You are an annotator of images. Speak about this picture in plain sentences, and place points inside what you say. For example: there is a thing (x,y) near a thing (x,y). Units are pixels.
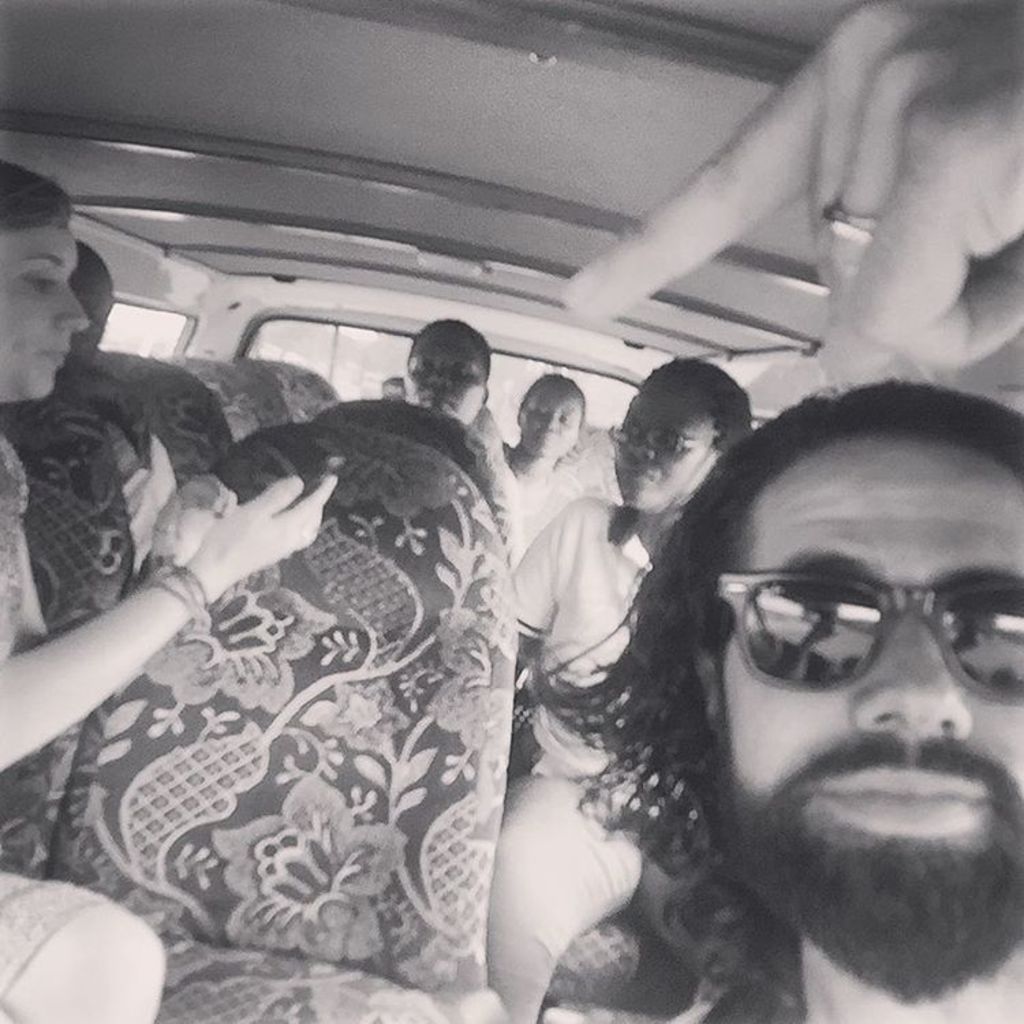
In this image there are some persons (60,665) sitting on the chairs (389,475) in to a car (350,192) as we can see there is one person (813,865) on the right side (836,807) is wearing goggles (811,674) and the person (20,612) on the left side (174,575) is holding a mobile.
